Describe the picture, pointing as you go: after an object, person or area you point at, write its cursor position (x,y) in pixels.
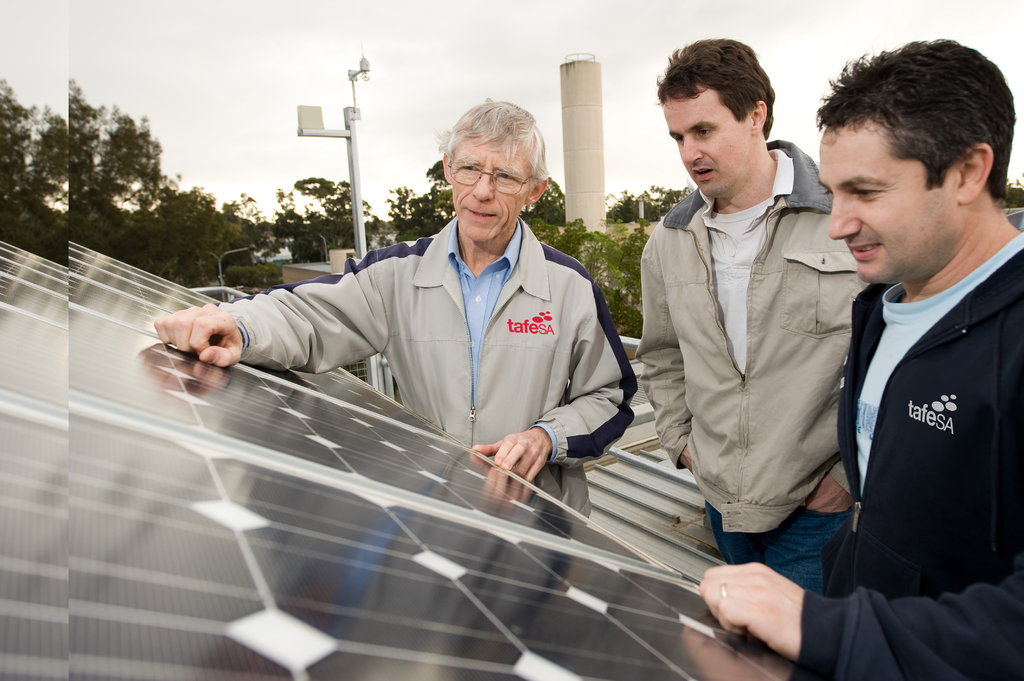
In the image we can see there are men (509,278) standing and there is a solar panels (249,413). There is a street light pole (358,181) and there is a tower building (585,178). Behind there are trees (129,213) and the sky (514,44) is cloudy.
